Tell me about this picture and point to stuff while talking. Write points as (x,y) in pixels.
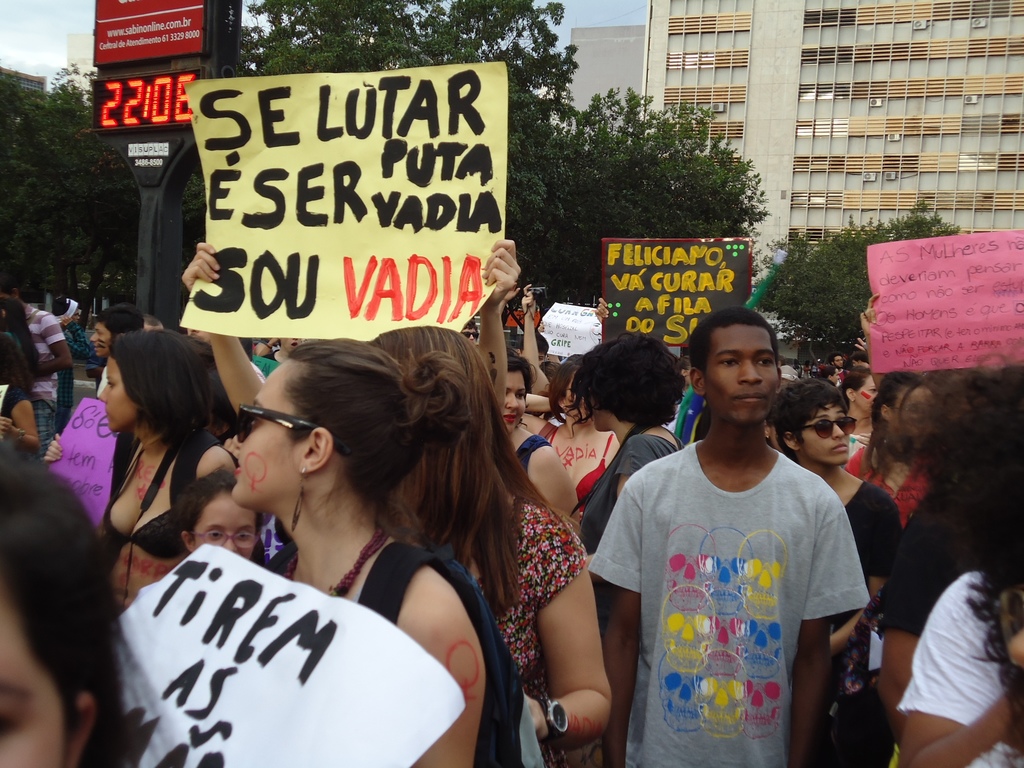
In this image there are some people (420,546) who are standing and some of them are holding some placards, and in the background (643,122) there are some trees (634,100), buildings (784,106) and a board (182,90). On the board (98,84) there is some text (108,87).
